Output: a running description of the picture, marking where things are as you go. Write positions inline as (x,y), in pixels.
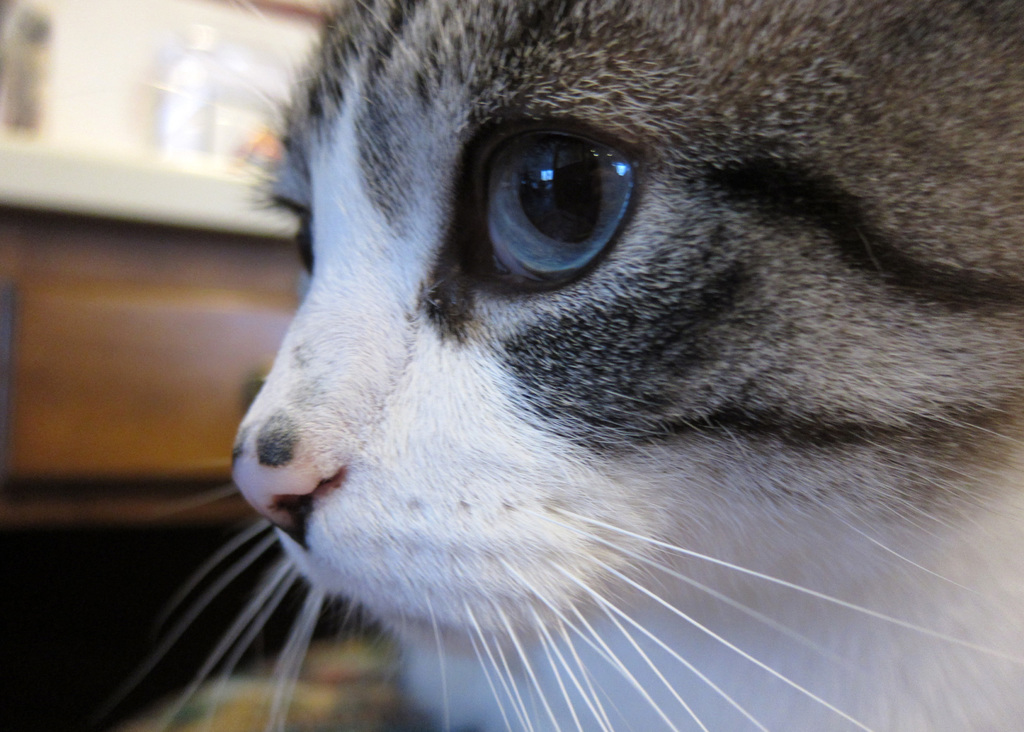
In this image we can see a cat (867,293). The background (215,17) is blurry.
